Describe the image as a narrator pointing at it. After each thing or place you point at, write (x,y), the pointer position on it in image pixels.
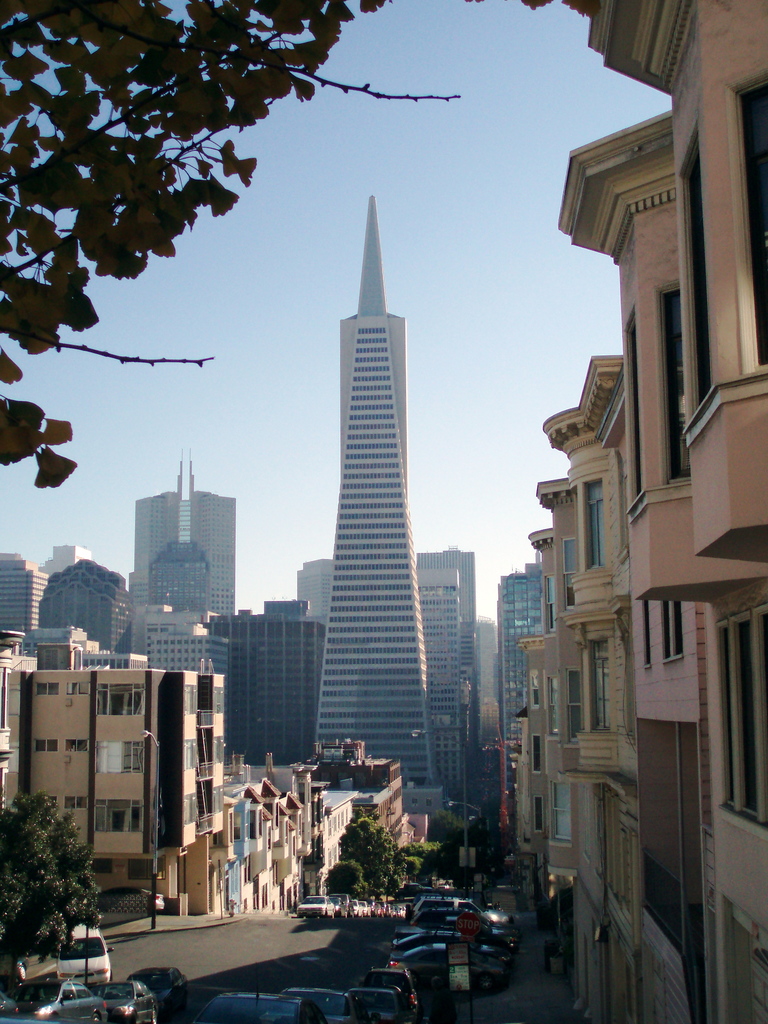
In the foreground of the image (329,997) we can see group of vehicles (429,971) parked on the ground (508,988), sign boards (454,983) with some text (475,923) and some poles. In the background (430,853), we can see a group of trees (16,886), buildings (144,576) with windows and the sky (495,301).
